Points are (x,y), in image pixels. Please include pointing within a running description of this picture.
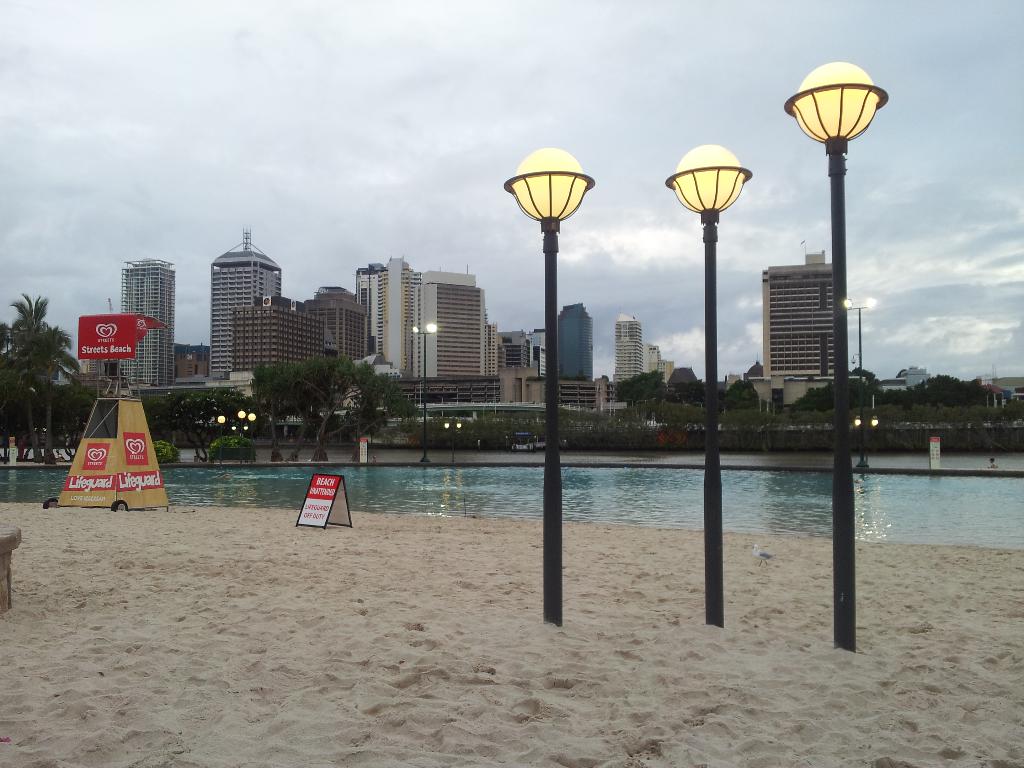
In this picture we can see poles (548,561), sand (473,563), boards (309,497), water (348,491), trees (340,422), buildings (176,370) and in the background (388,68) we can see the sky (753,232) with clouds (485,232).
